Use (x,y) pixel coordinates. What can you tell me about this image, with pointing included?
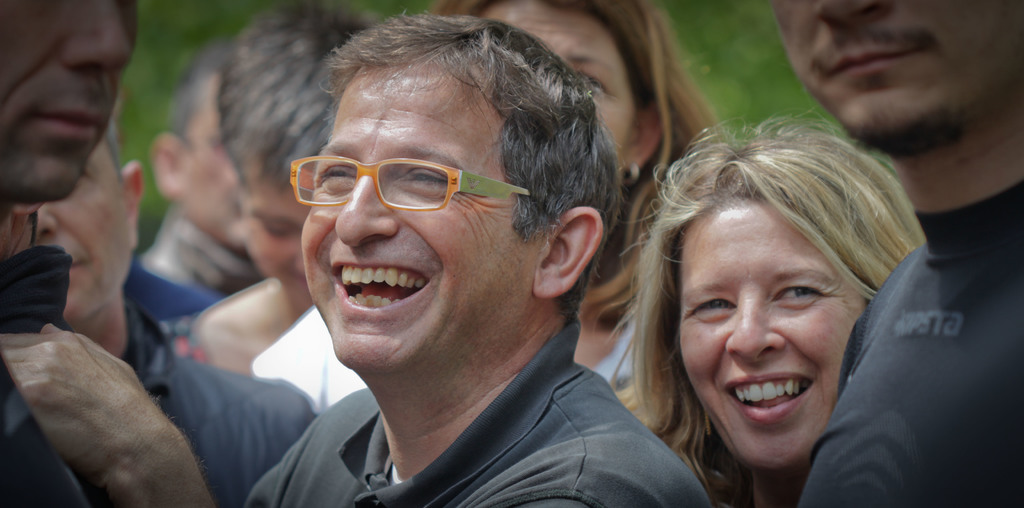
In the center of the image (536,194) we can see a man (540,277) wearing spectacles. We can also see a group of people (824,257) around him.
